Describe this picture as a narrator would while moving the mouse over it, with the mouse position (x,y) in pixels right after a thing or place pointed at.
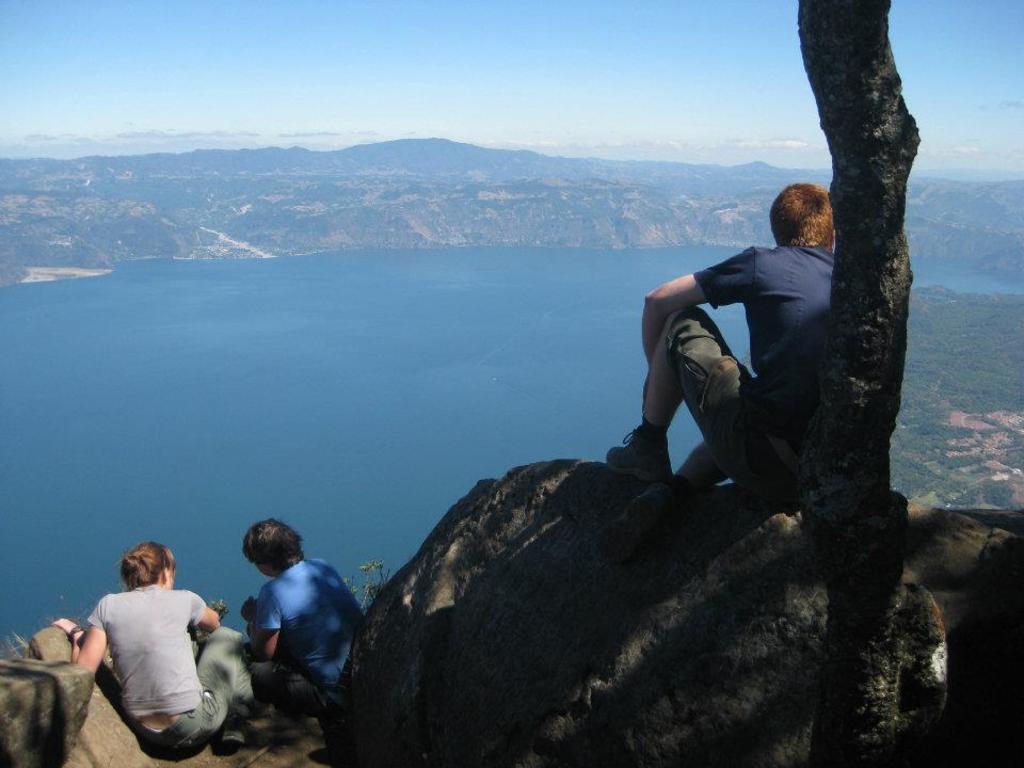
There are three people (247,647) sitting and we can see tree trunk (818,485). Background (141,426) we can see water (145,410), hill (92,228) and sky (648,47).
